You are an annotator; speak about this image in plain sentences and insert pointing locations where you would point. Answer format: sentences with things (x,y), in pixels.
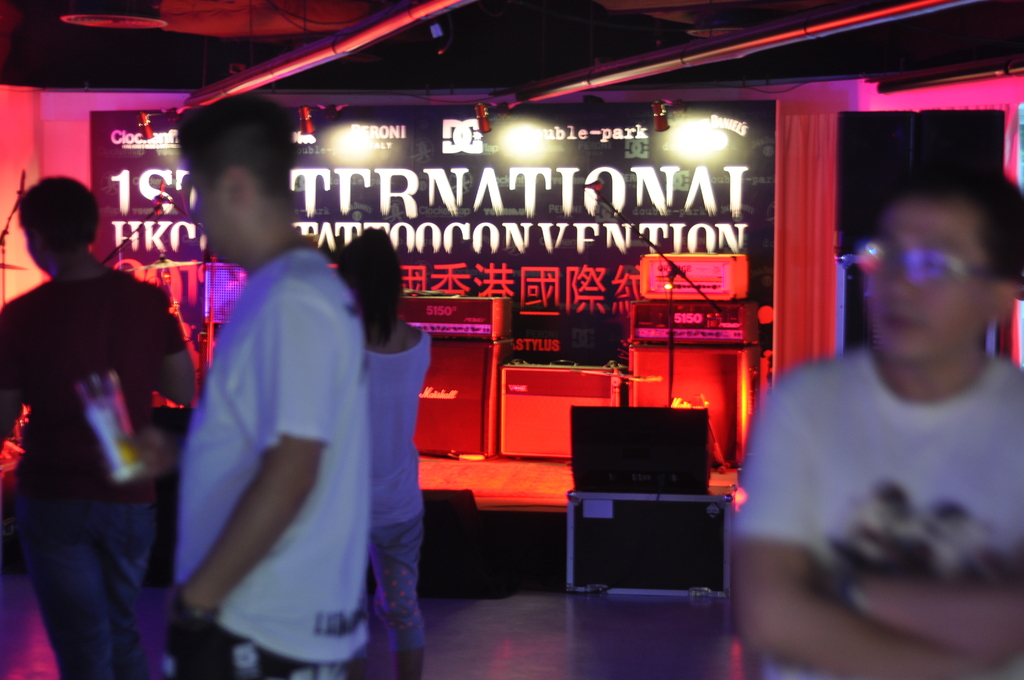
The picture is taken inside a building (996,104). The foreground (53,370) is blurred. In the foreground (95,399) there are people (276,484) standing. In the center of the picture (391,351) there is a woman (395,392). In the center of the background (407,271) there are speakers (566,376), electronic devices (676,309), microphones (669,326), banner (550,194) and lights (489,129). At the top (414,83) there are pipes (405,20) and ceiling (318,11). On the right (892,130), there are speaker (882,152) and curtain (791,314).
